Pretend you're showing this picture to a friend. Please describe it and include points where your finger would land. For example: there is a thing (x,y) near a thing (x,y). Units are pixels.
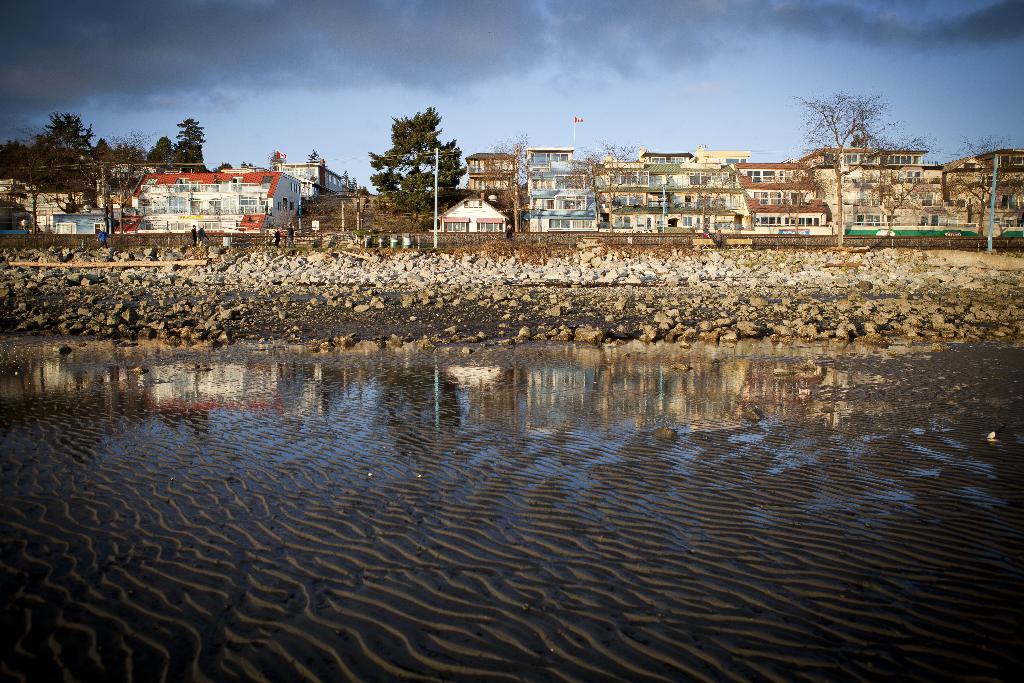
In this image I can see water (466,411) and in the background (102,171) I can see number of buildings (1018,216), trees (523,163), poles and the sky (667,75).
